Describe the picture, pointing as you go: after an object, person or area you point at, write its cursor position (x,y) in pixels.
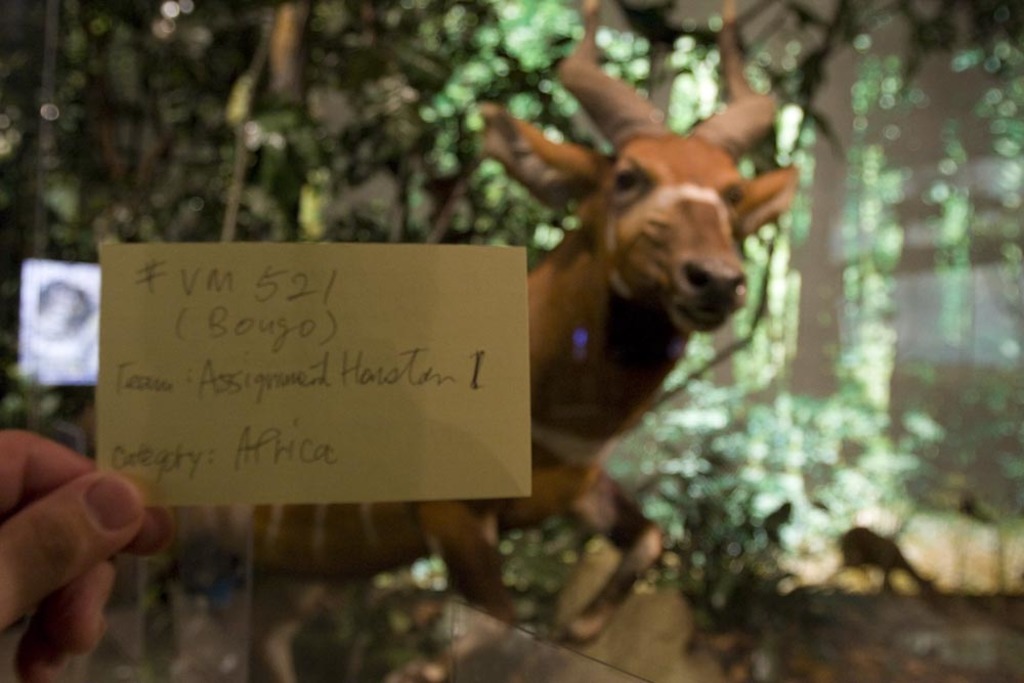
In this image, we can see a hand (64,538) holding a card (223,277) contains some written text (267,330). There is an animal (632,200) in the middle of the image (595,355).
